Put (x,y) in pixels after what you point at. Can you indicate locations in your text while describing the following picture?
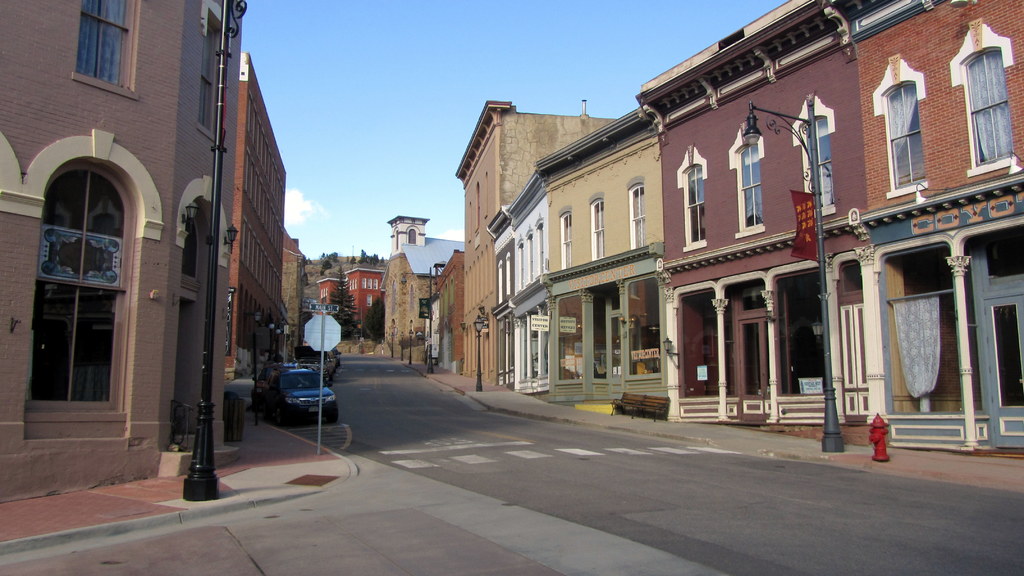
In this image in the middle (356,363) there is a road (357,392). Here there are cars (292,363). On both sides of the road (374,383) there are buildings (638,261), street lights (479,390), sign board (318,319). This is a fire hydrant (880,442). In the background (421,284) there are trees (338,293), building (350,287). The sky (334,200) is blue.
